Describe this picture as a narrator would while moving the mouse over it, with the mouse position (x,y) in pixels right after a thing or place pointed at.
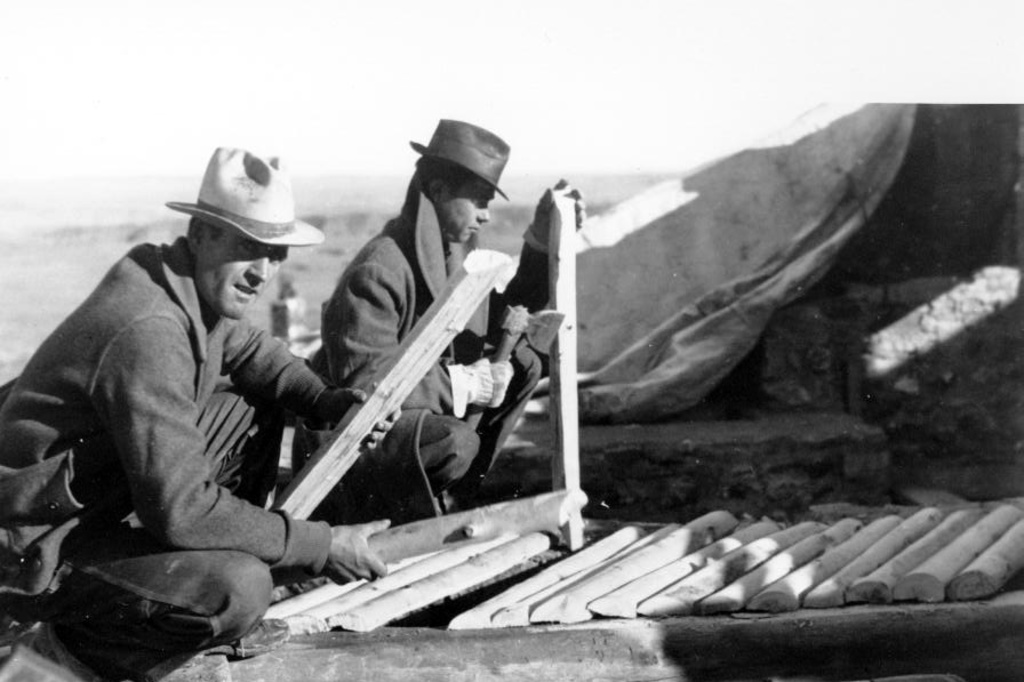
This is a black and white picture, in the image we can see two persons (494,402) holding the objects (397,377), in front of them, we can see some wooden sticks (735,535) and behind the persons (218,229) there are mountains (139,234) and in the background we can see the sky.
